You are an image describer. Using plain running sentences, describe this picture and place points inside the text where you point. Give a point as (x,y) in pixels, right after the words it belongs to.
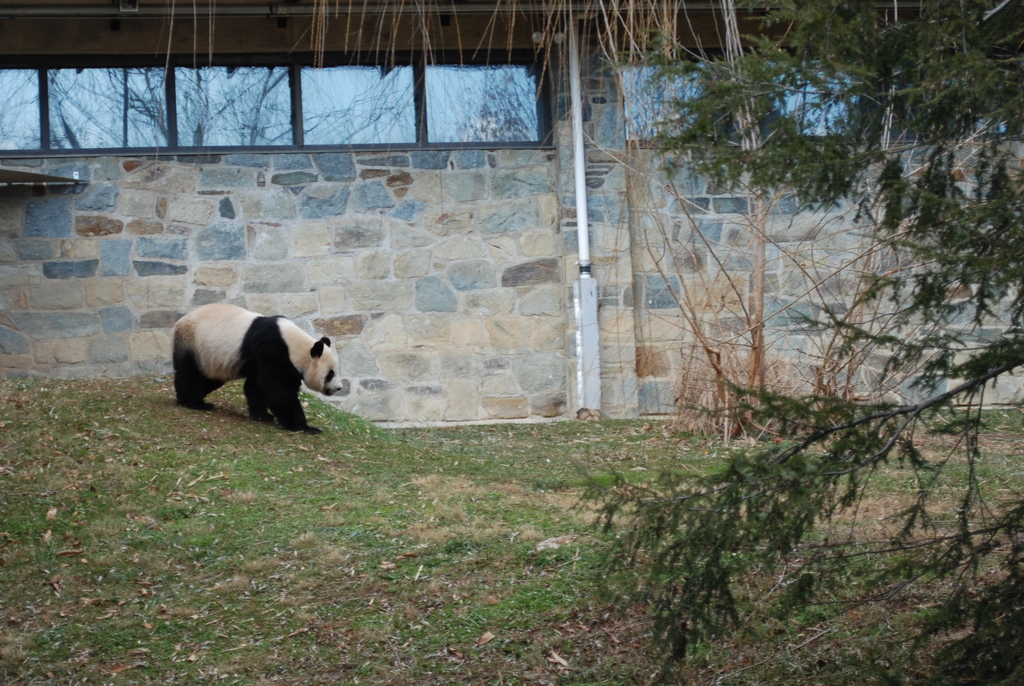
In the picture I can see a panda (285,408) standing on the ground (258,441). In the background (605,252) I can see trees (742,337), a wall (604,294), grass (533,445) and some other objects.
